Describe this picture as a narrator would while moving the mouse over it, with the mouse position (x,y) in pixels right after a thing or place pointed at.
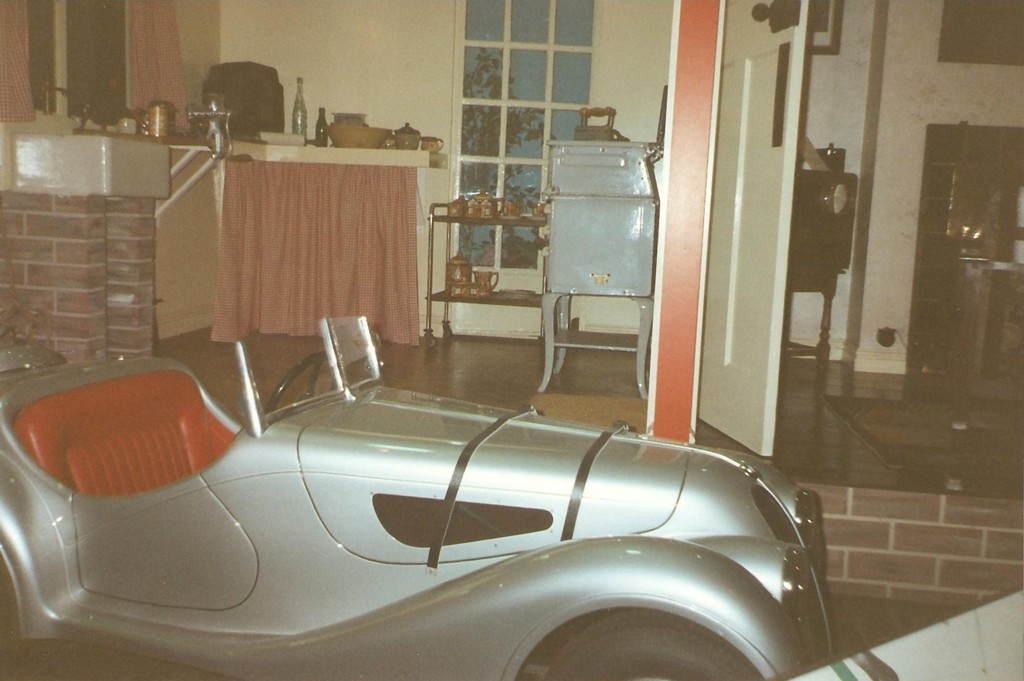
In this image we can see a grey color vehicle (421,534). Behind the vehicle (425,494), we can see a door (763,187), window (543,72), wall (276,30), curtain (158,35), sink (117,160), cups (509,210), doormat (599,402), bottles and so many things (375,135). It seems like table (1005,333) on the right side of the image (824,284) and there is a carpet (894,435) on the floor (808,418). One frame (829,37) is attached to the wall (859,52). We can see one iron (602,131) on a grey color table (598,237) in the middle of the image (590,275).
